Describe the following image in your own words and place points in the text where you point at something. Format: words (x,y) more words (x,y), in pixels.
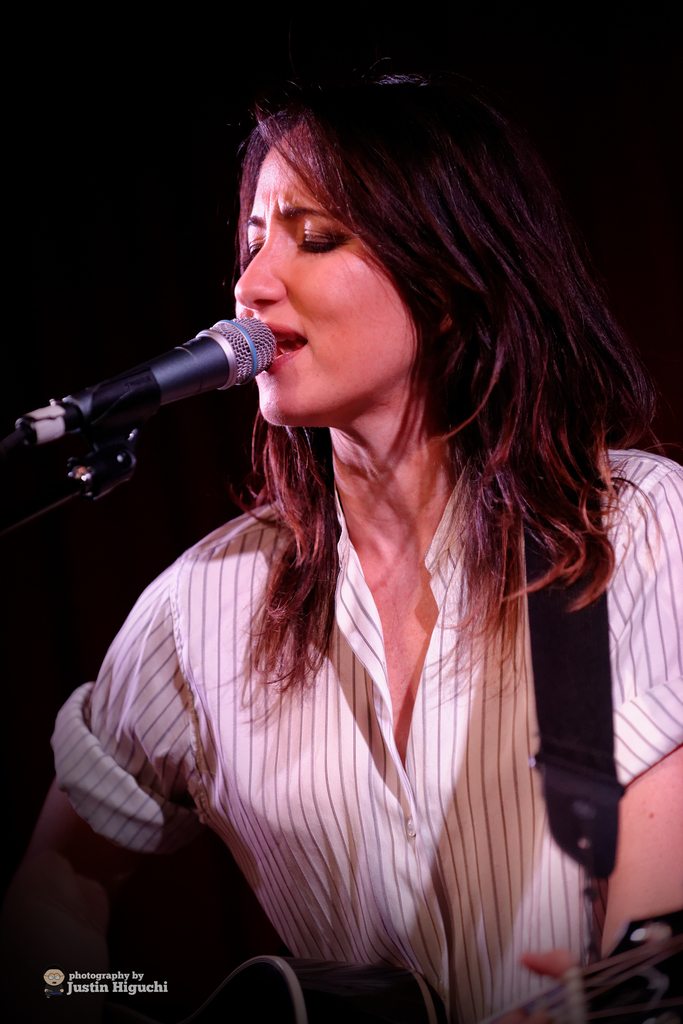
This is the woman (422,808) holding a guitar (378,997) and singing. This is a mike (249,354). The background (618,184) looks dark. At the bottom of the image (140,975), I can see the watermark (86,989).
